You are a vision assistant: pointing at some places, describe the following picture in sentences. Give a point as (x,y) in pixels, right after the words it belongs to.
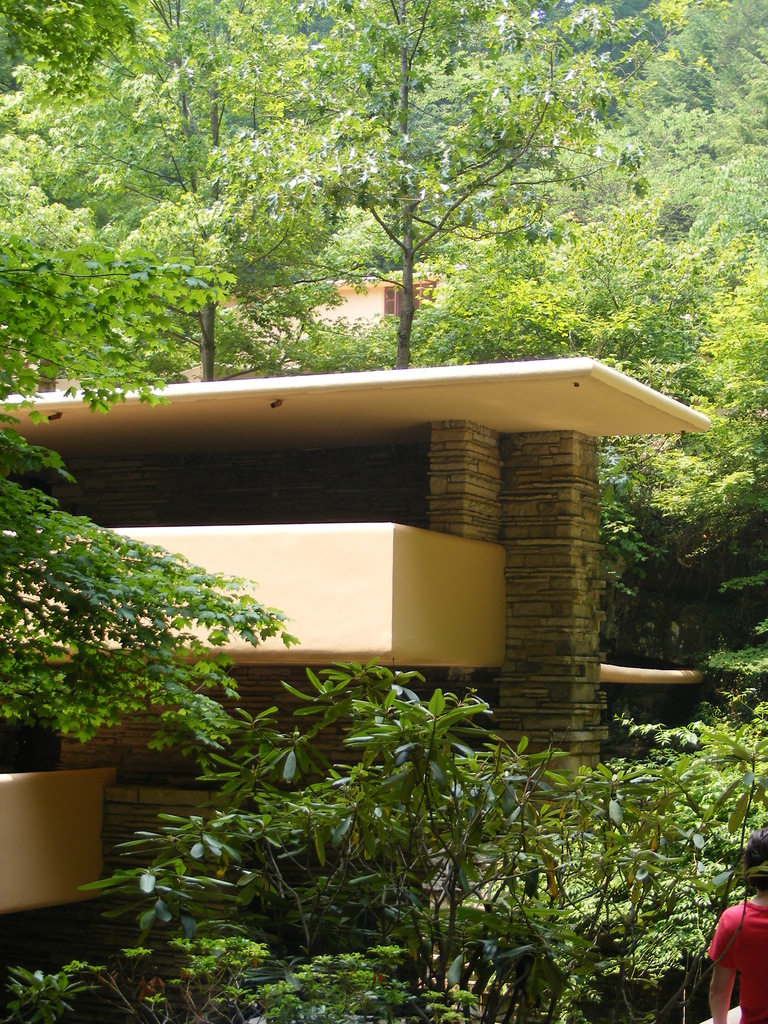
In this picture we can see trees (574,124) in the background (592,138), there is a building (404,378) here, at the right bottom (749,985) we can see a person (735,943).
